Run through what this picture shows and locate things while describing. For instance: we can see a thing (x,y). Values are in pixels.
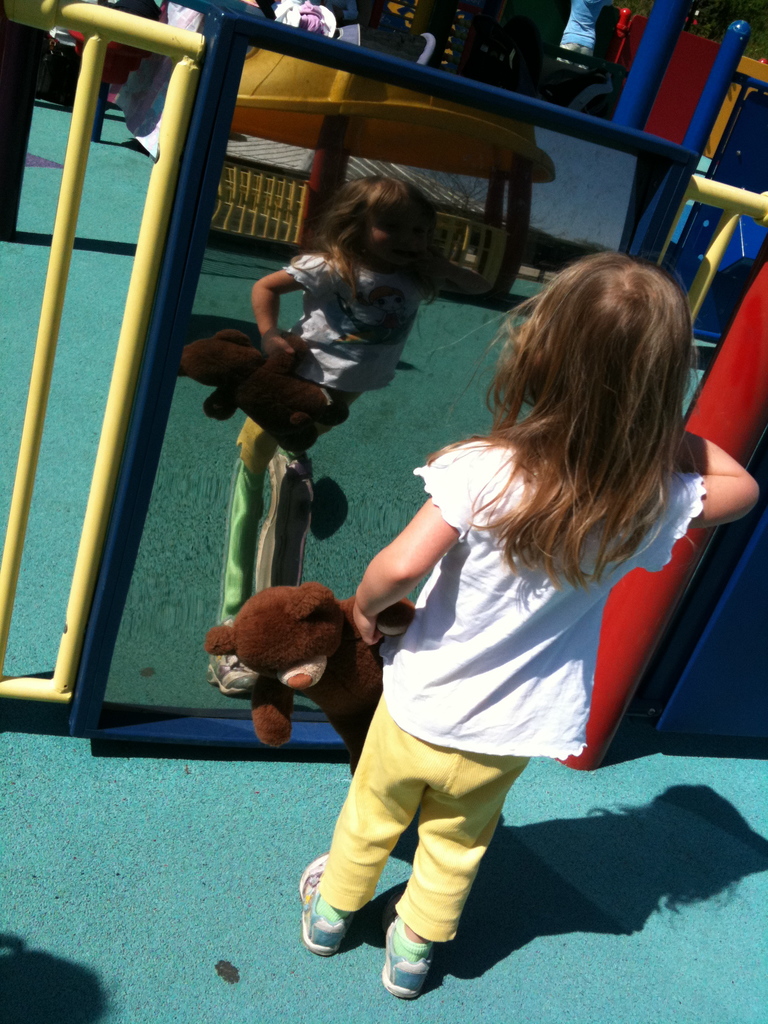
In the center of the image (441,635) there is a girl (529,570) standing on the mat (184,895) by holding the teddy bear (324,630). In front of her there is a mirror (275,394).
